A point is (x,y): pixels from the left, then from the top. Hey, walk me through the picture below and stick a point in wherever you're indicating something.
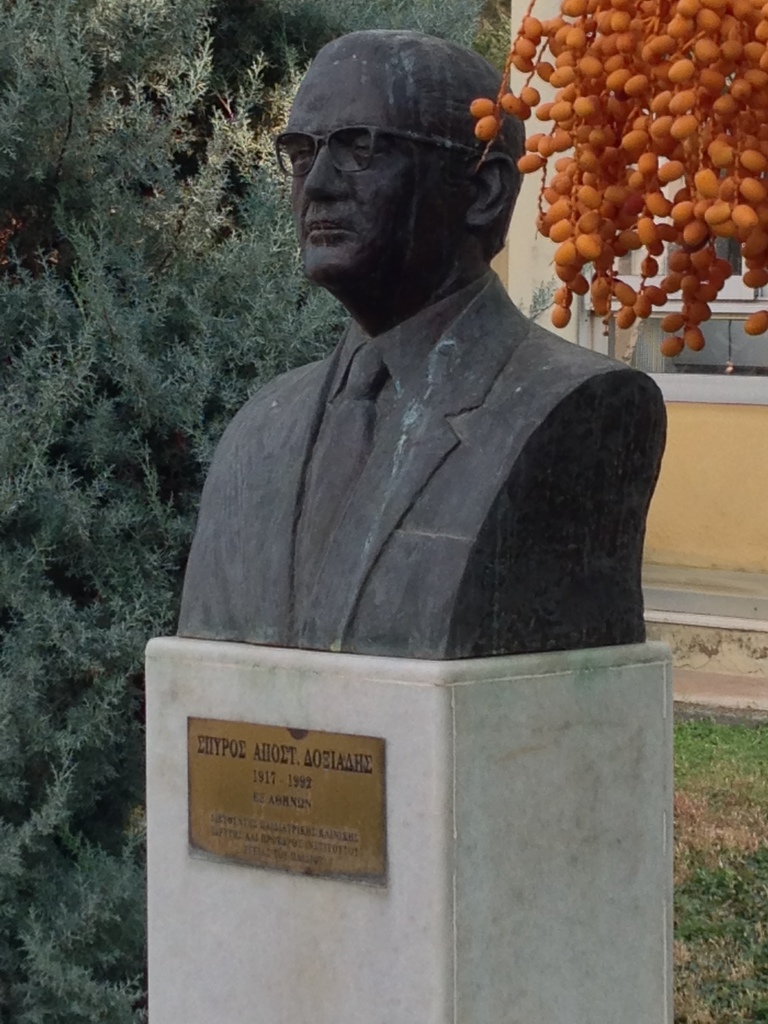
This image consists of a statue (326,515) and a name board (323,784). In the background (56,133), there are trees (144,7). At the bottom (738,995), there is green grass (713,811).
